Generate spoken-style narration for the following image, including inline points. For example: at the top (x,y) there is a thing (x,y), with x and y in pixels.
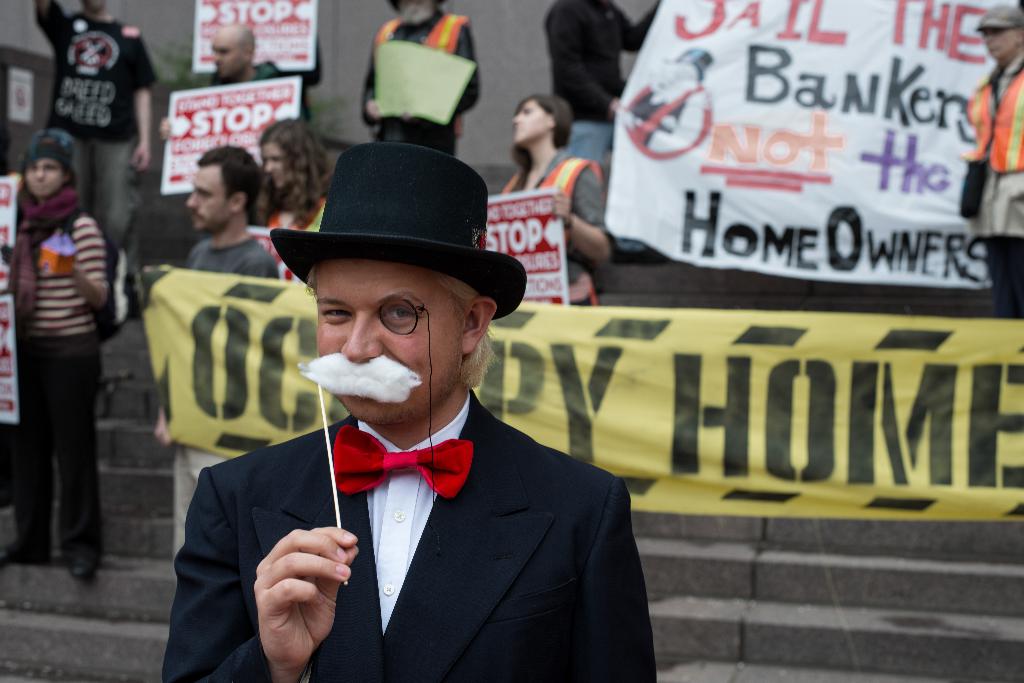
In front of the picture, we see a man (447,533) in the white shirt (404,517) and the black blazer (455,569) is standing and he is holding a stick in his hand (344,531). He is wearing a black hat (371,228). Behind him, we see the staircase (772,575) and a man (236,252) in the grey T-shirt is standing and he is holding a yellow color banner (170,319) with the text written on it. Behind him, we see the people (422,132) are standing and they are holding the red and white color boards (220,129) with some text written on it. In the right top (919,38), we see a man (616,76) in the black jacket (615,69) is holding a white banner (742,92) with some text (737,151) written on it. I think they are protesting against something.
